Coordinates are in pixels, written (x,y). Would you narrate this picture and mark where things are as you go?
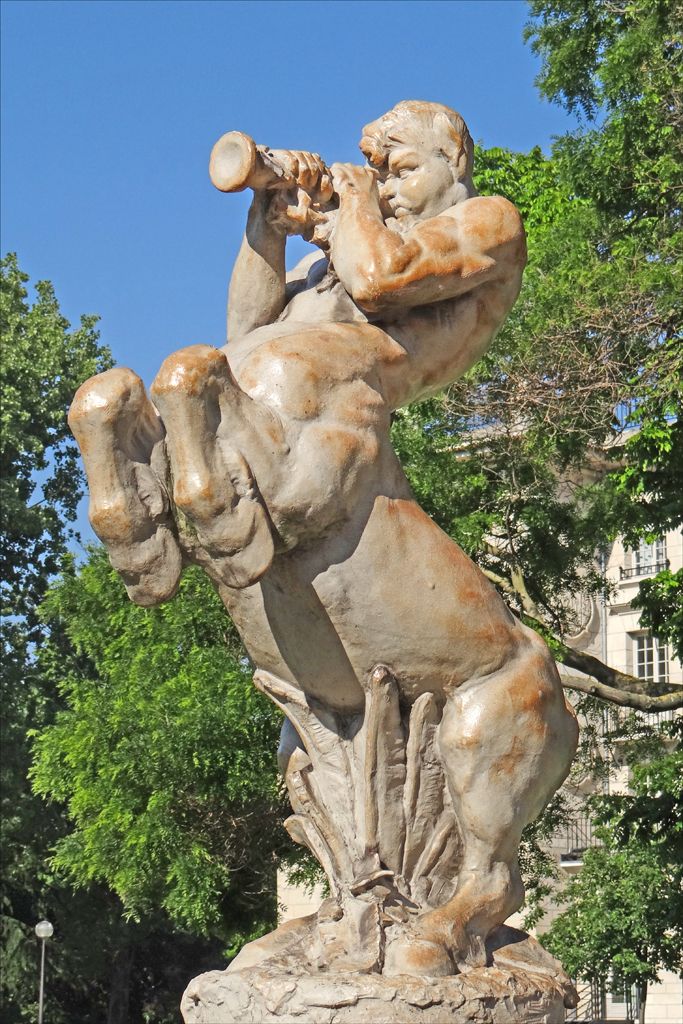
In this picture I can see a statue (472,826), a building (499,431), trees (646,933), and in the background (170,44) there is sky (180,101).
